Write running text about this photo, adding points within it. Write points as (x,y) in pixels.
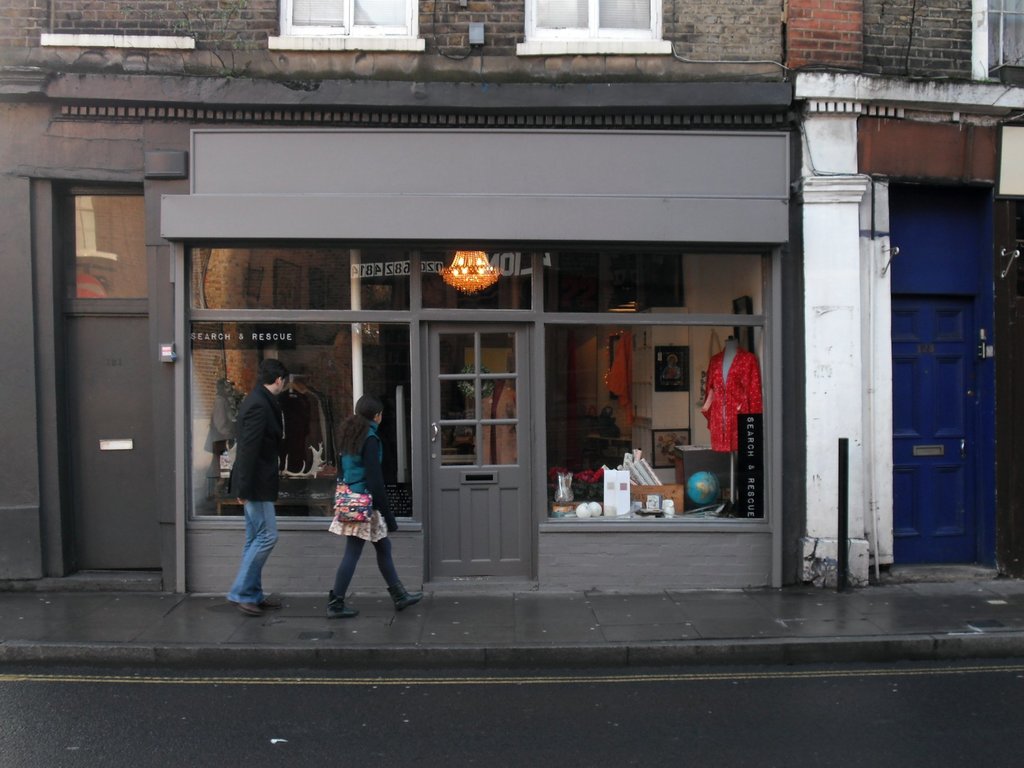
In this image there is a road (9,729), beside the road (299,719) there is a footpath (527,605) on that footpath (206,638) a men (255,481) and women (351,470) are walking, in the background (317,578) there is shop (730,229) that shop (706,433) has glass doors (450,346).
